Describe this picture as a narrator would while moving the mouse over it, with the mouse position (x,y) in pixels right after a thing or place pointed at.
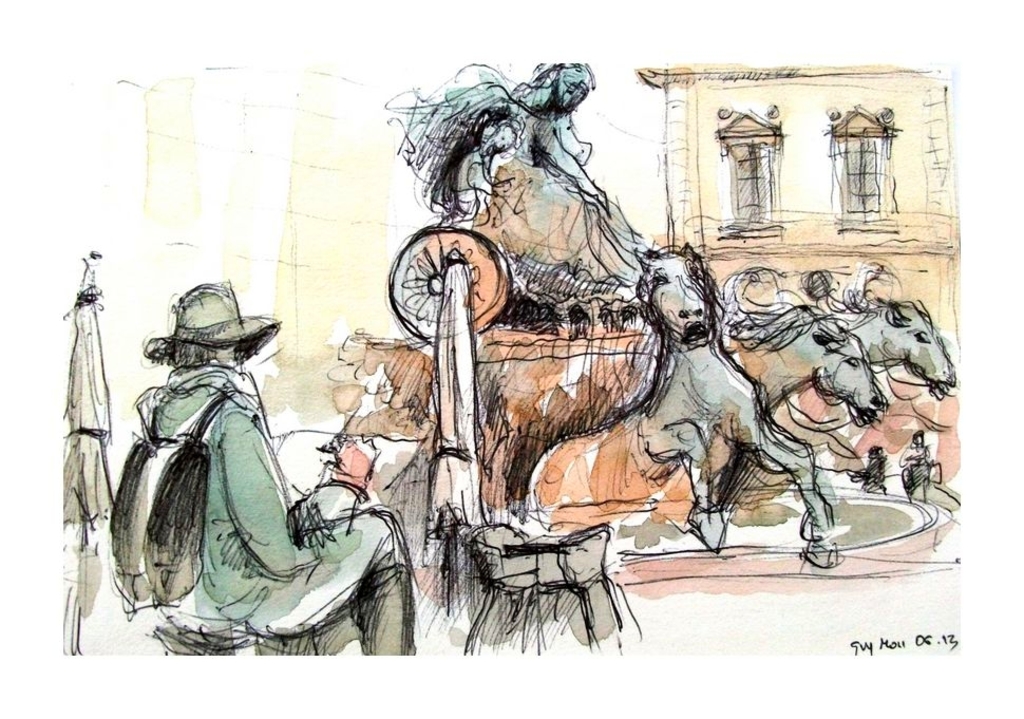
This image consists of a poster (784,604) with an art (148,534) on it.
